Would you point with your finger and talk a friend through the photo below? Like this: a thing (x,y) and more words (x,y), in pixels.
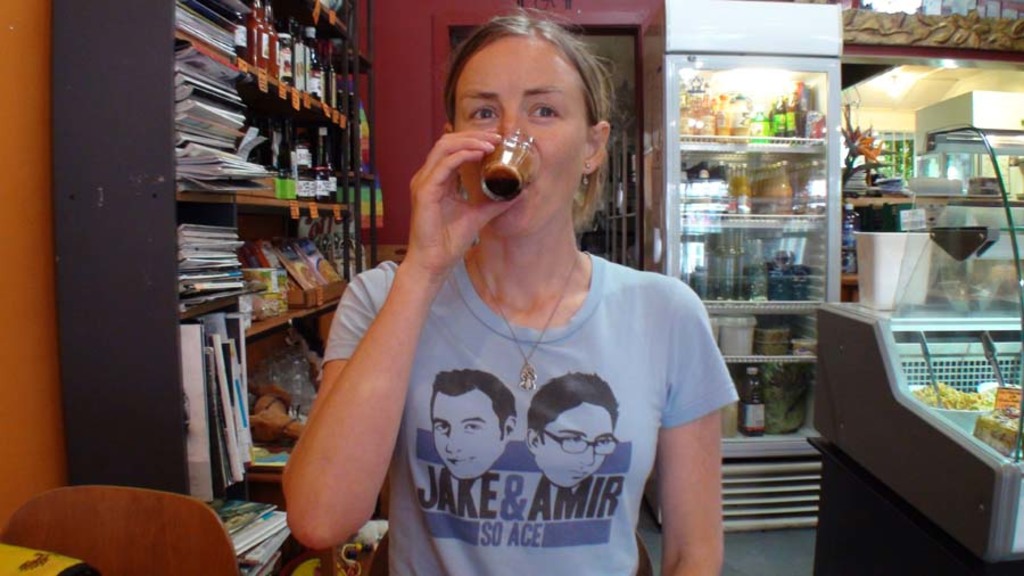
In this picture there is a lady (542,140) in the center of the image (402,276), she is drinking, here is a bookshelf (281,13) on the left side of the image (250,196) and there is a refrigerator (719,240) and a glass container (973,230) on the right side of the image (865,412).
